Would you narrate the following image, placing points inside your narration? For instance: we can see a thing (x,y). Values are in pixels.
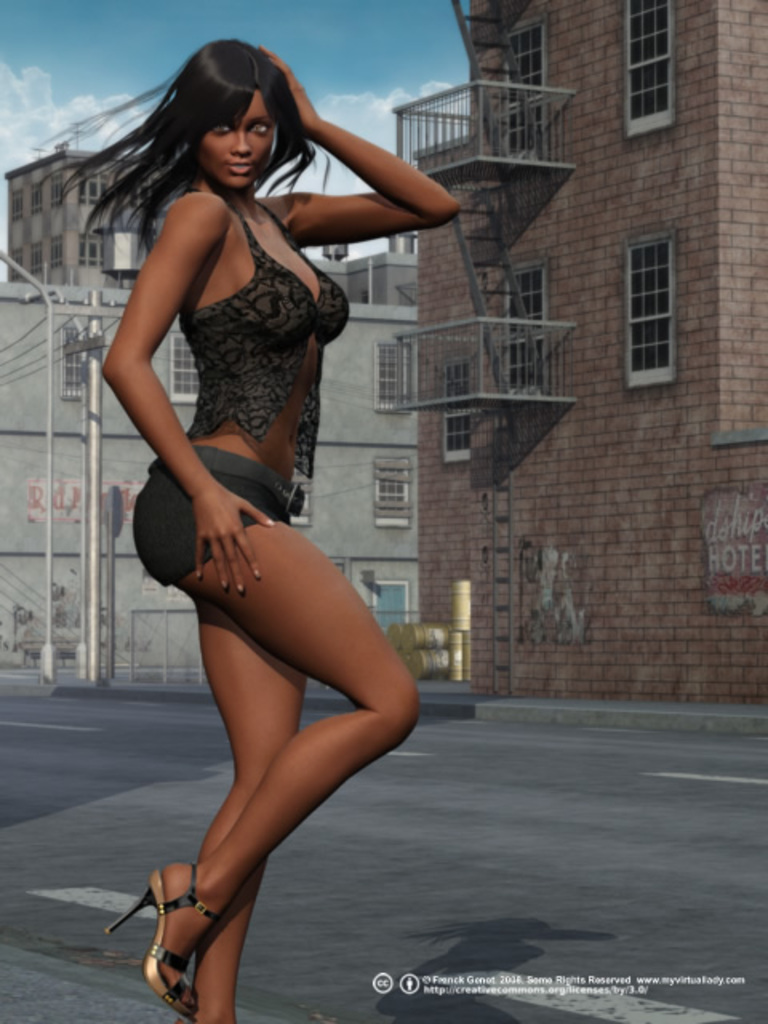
This is an animated image. Here is the woman (296,582) standing. I can see the buildings (442,390) with the windows (644,310). These are the poles (96,452). I can see the barrels (447,631). This is the watermark (460,978) on the image.
